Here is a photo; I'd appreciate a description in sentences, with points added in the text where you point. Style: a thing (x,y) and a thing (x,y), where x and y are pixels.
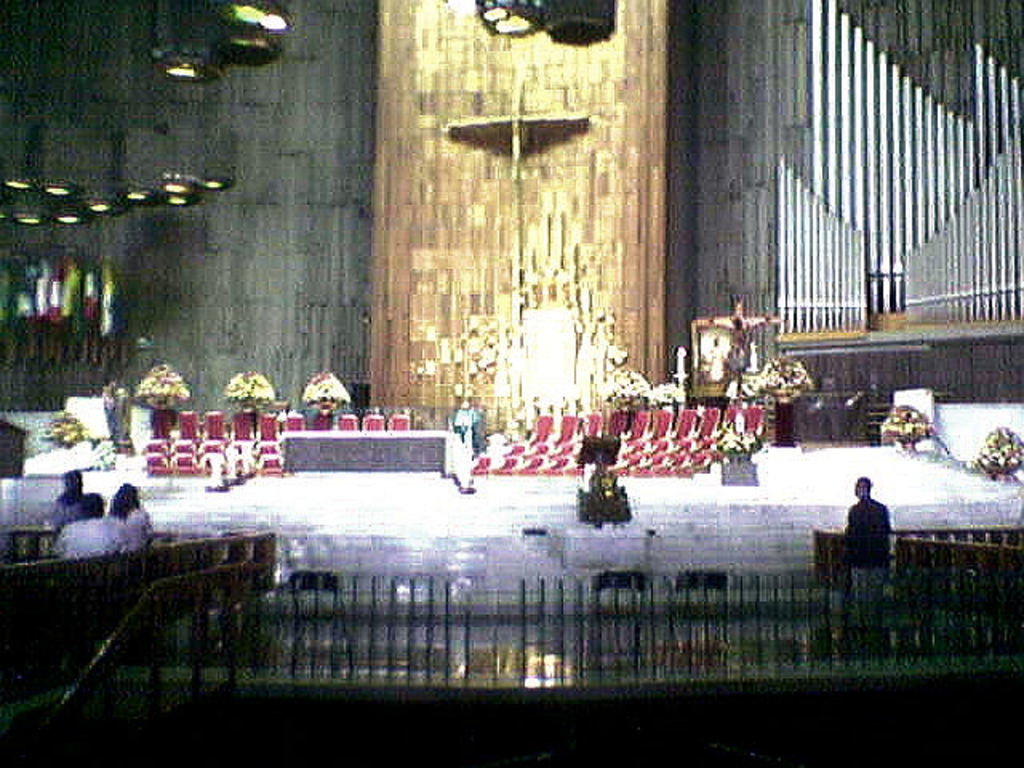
In the image there is a person (456,434) standing in middle of the stage (975,487) with chairs (657,433) behind him and on the back wall (525,242) there is a carving (564,385), in the front (857,545) there are few people (883,545) sitting and standing.
